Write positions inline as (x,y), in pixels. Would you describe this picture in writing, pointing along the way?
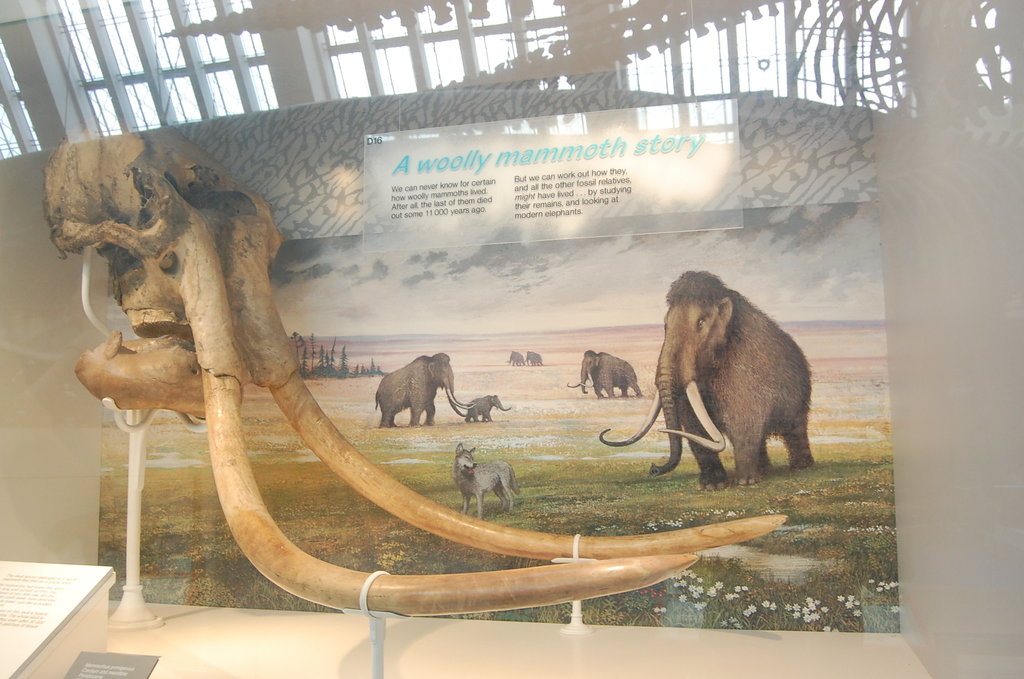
This picture shows a poster (650,398). we see elephants (776,360) and text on the poster (538,260) and we see tusks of elephant (216,217) and we see text (49,587) on the board (66,618).
